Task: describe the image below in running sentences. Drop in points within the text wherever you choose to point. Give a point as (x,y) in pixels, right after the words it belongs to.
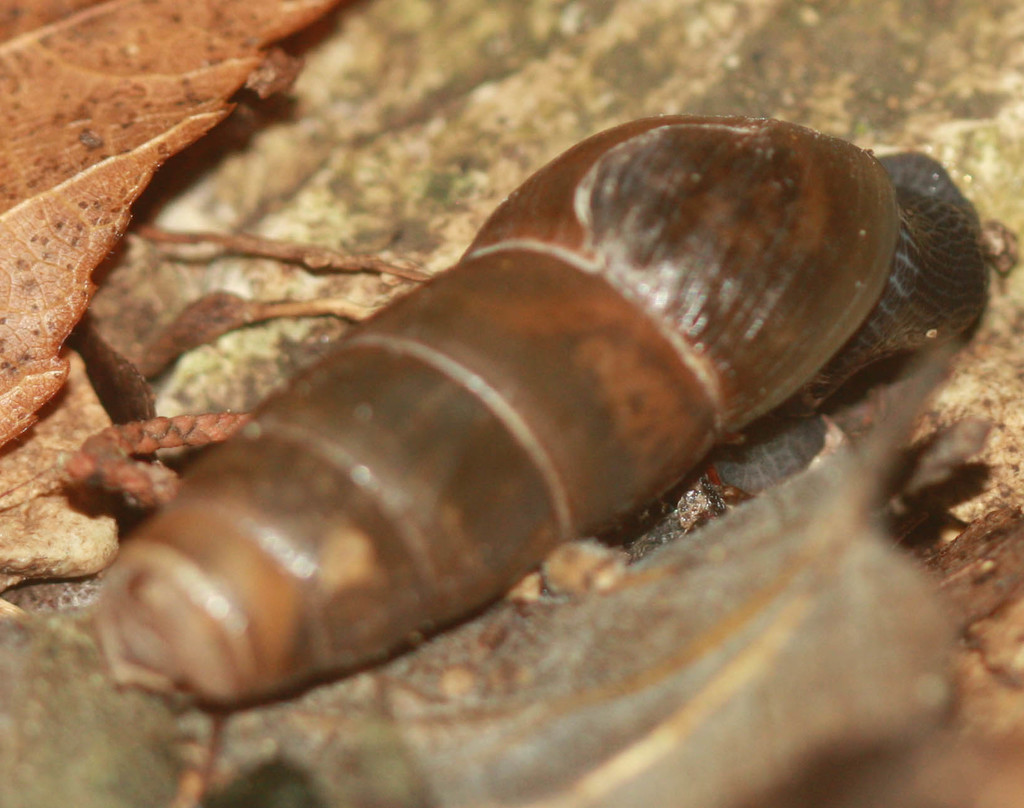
In this image we can see a snail (588,366) and some leaves (489,758).
